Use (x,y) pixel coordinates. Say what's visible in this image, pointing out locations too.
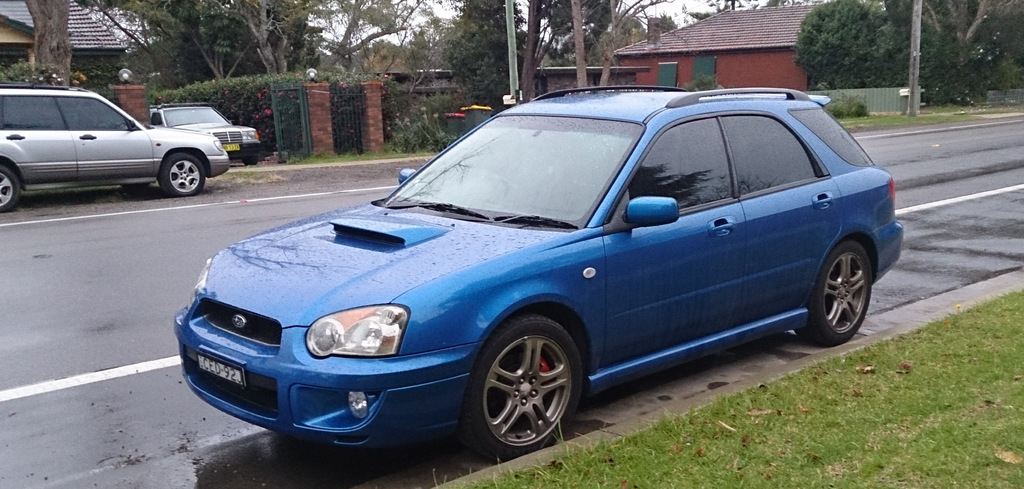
In the bottom right side of the image (807,438) there is grass (803,379) on the ground (803,379). Behind that there are cars (492,304) on the road (996,178). In the background (331,126) there are trees (195,21), pillars (323,126) with lamps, gates (286,92) and also there are houses (80,13).
